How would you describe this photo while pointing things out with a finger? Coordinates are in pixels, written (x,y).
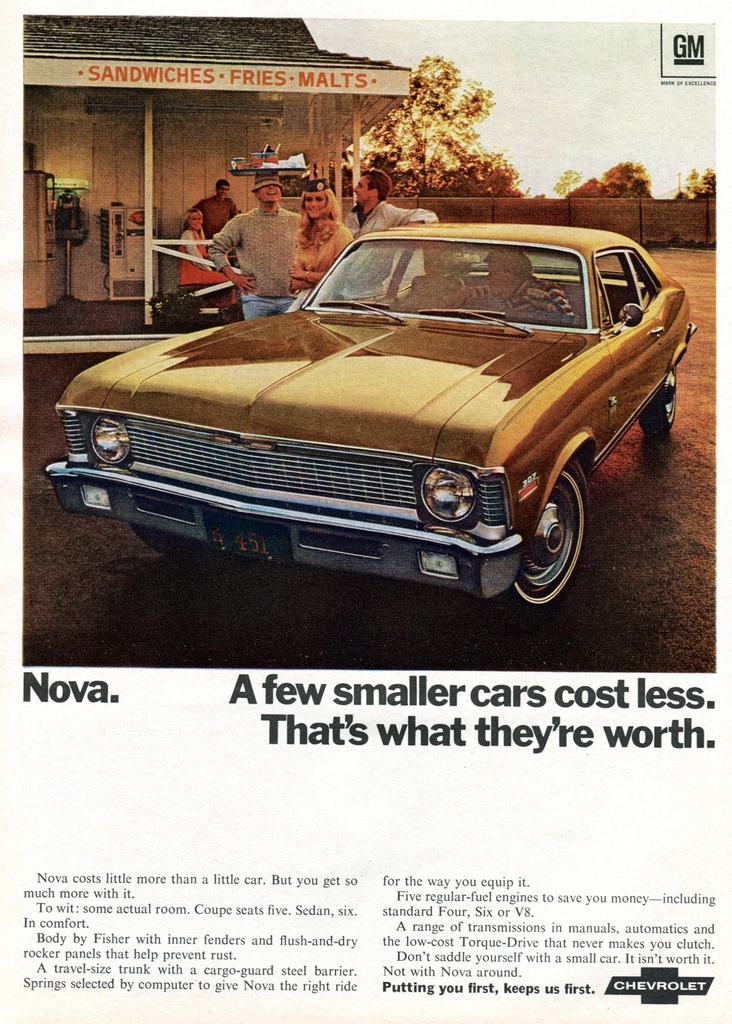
This is the picture where we have a car (409,302) and some people (361,219) standing beside car (448,317) in the upper picture and the downside there are some things written and near the car (204,427) we have a house (197,196) and some trees (415,156) beside it.
